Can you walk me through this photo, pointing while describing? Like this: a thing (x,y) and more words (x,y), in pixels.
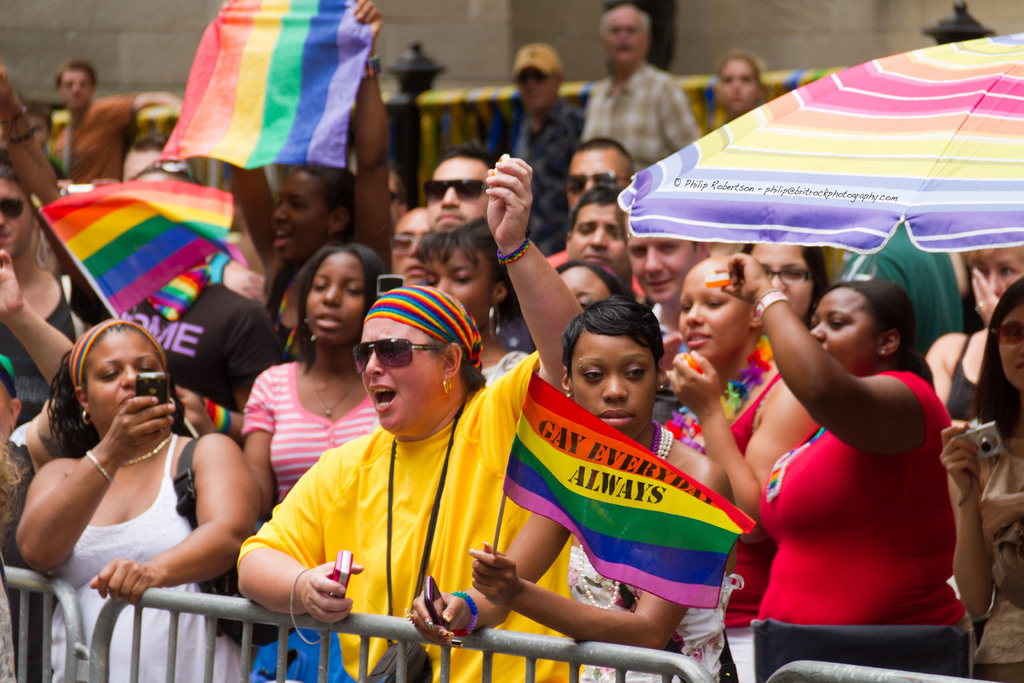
In this picture we can see some women (501,435) standing in the protest and holding the colorful flags (301,156) and umbrella (712,230). In the front (299,650) there is a railing grill (283,647).
